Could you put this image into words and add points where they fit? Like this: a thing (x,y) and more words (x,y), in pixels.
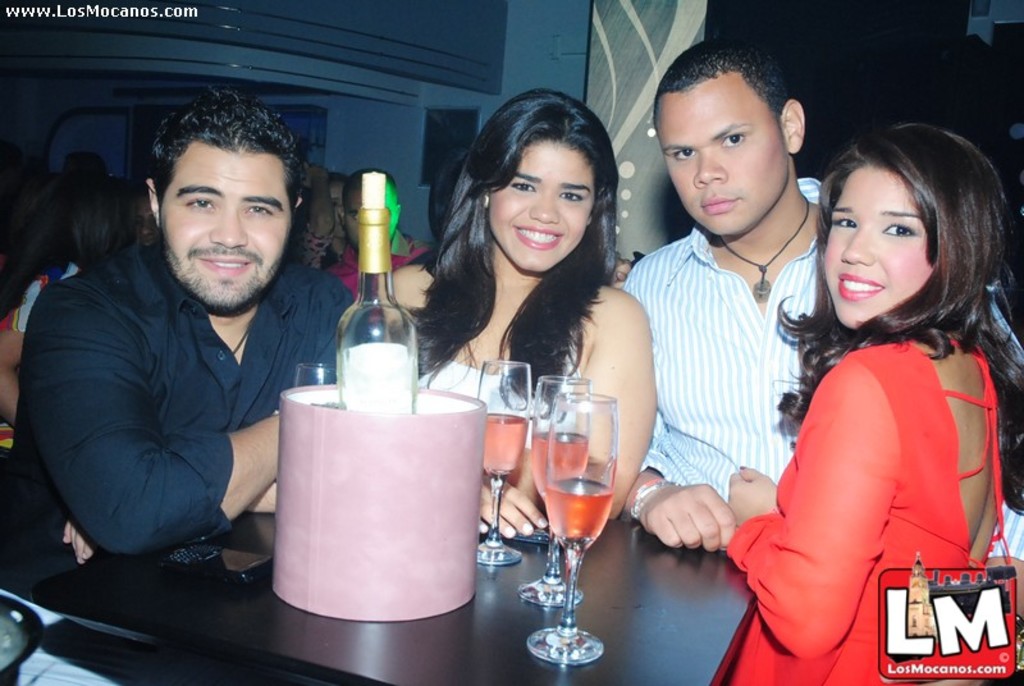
In this image there is a table (711,562), on that table (526,672) there are glasses (508,389) and a bottle (404,378), around the table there are people (722,314) standing and a man (270,444) is sitting a chair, in the background (84,225) there are people (320,217), in the bottom right (939,574) there is a logo (982,607) and text (969,642), in the top left (7,4) there is some text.
